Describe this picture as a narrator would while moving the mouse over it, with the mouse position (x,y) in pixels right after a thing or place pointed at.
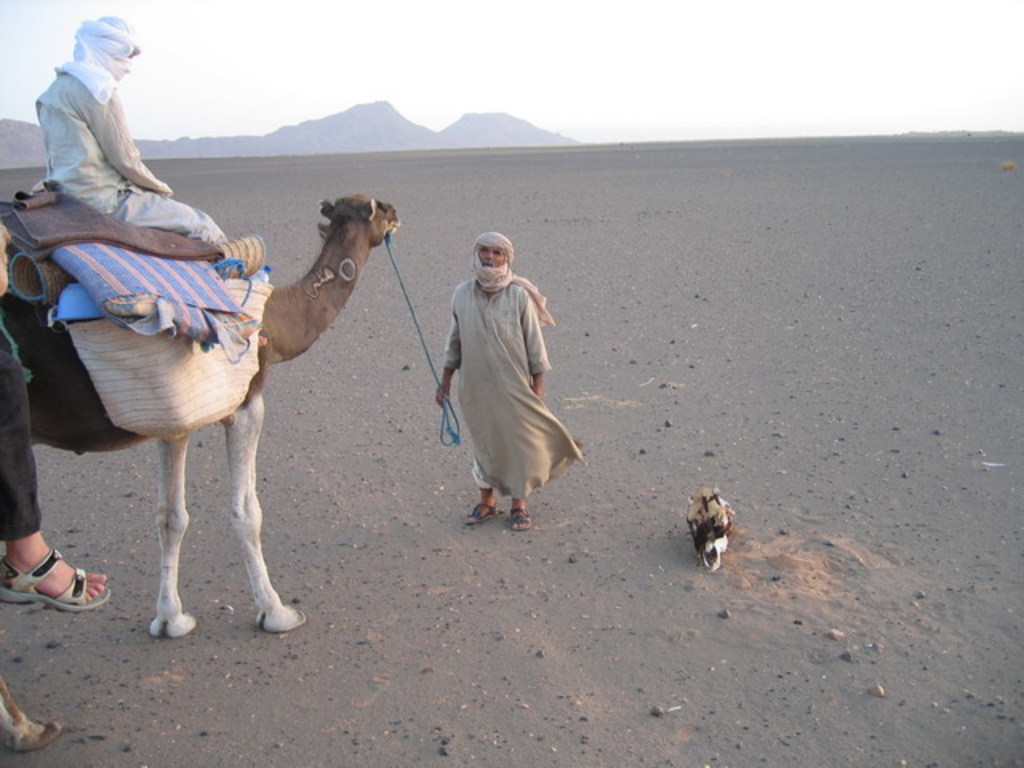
In the image there is man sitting on a camel (266,345) on the left side (329,265) on desert (669,239), a man (480,250) holding a rope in the middle (516,409), over the background (456,138) there are hills (471,132) and above its sky (293,34).
